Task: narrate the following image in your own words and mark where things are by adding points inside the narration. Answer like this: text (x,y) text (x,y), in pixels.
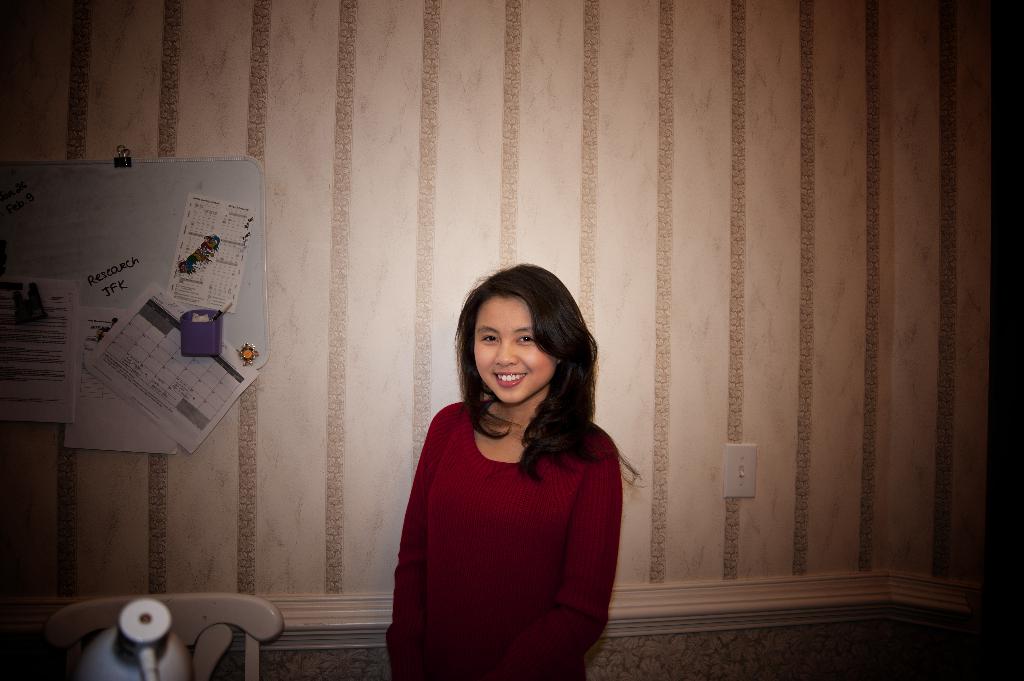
There is a girl (429,437) standing, a chair (190,621) and a lamp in the foreground area of the image (502,482), there are papers (193,315) on the wall (362,251) in the background (232,259).
